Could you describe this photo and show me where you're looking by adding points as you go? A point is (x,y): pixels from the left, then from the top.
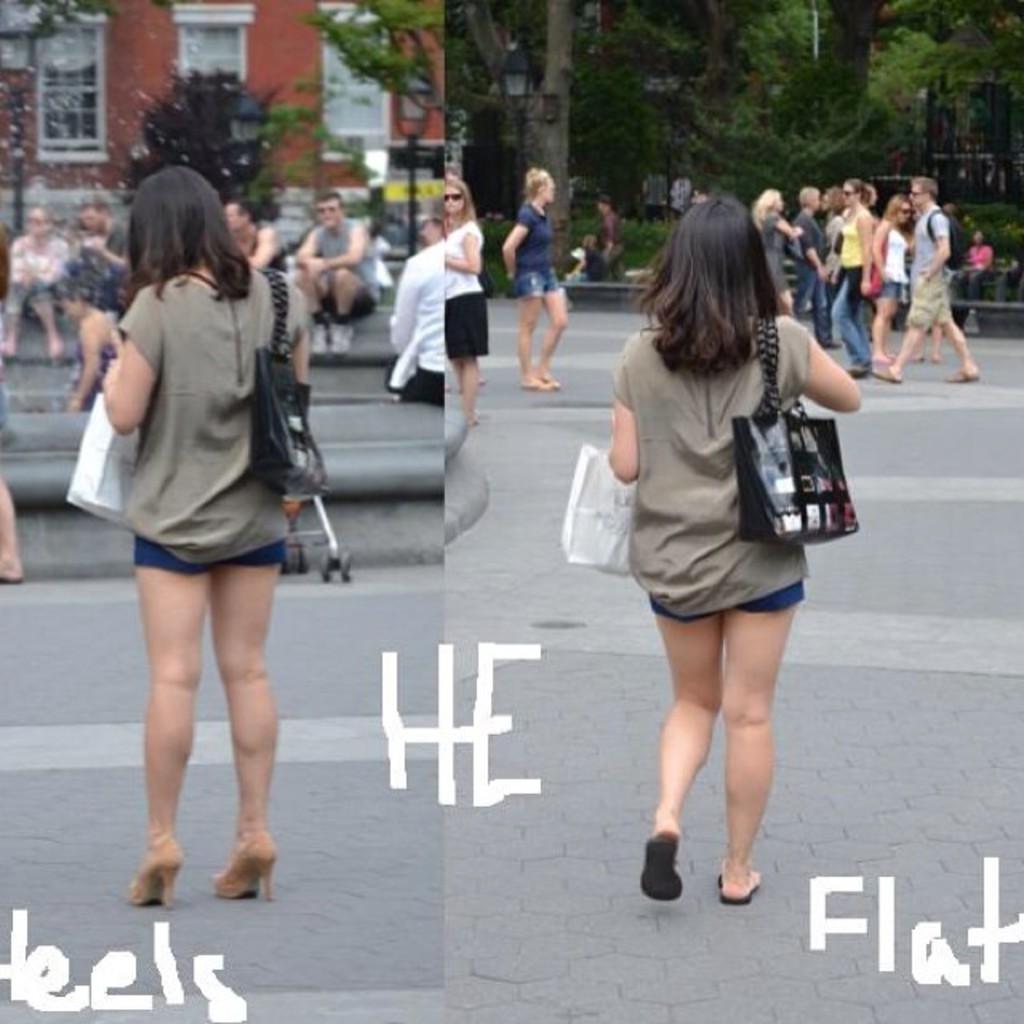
This image is a collage image where we can see there is a woman (217,607) standing at left side (247,682) is same as standing at right side (774,587) and she is holding a hand bag (255,436) which is in black color and she is holding a white color carry bag (597,520) and there are some persons (606,231) standing at right side of this image (775,238) and some persons (253,254) are sitting at left side of this image (321,263) and there are some trees (364,201) in the background (123,194) and there is a building (120,67) at top left corner of this image (159,65) and there is some text (449,688) written at middle of this image (472,668) and bottom of this image (887,906) as well/
